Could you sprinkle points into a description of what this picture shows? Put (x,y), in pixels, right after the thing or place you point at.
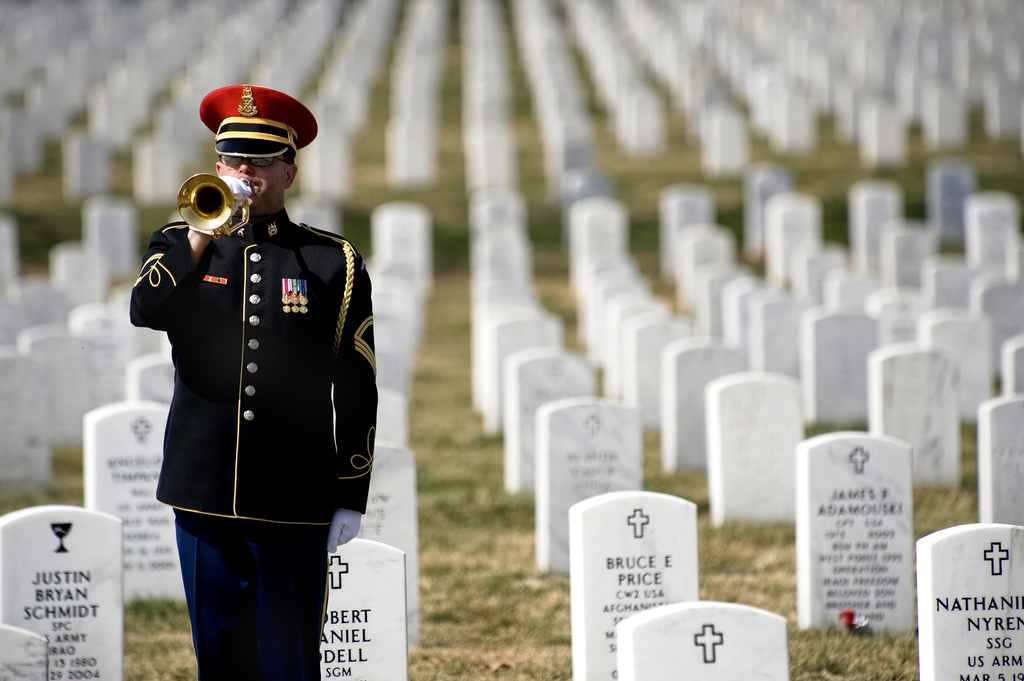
In this image I can see a person (320,422) wearing black and red colored dress (288,352) is standing and holding a musical instrument (204,185) in his hand (246,190). In the background (387,441) I can see the cemetery (452,386) and number of tombstones (525,359) which are white in color on the ground (705,179).
